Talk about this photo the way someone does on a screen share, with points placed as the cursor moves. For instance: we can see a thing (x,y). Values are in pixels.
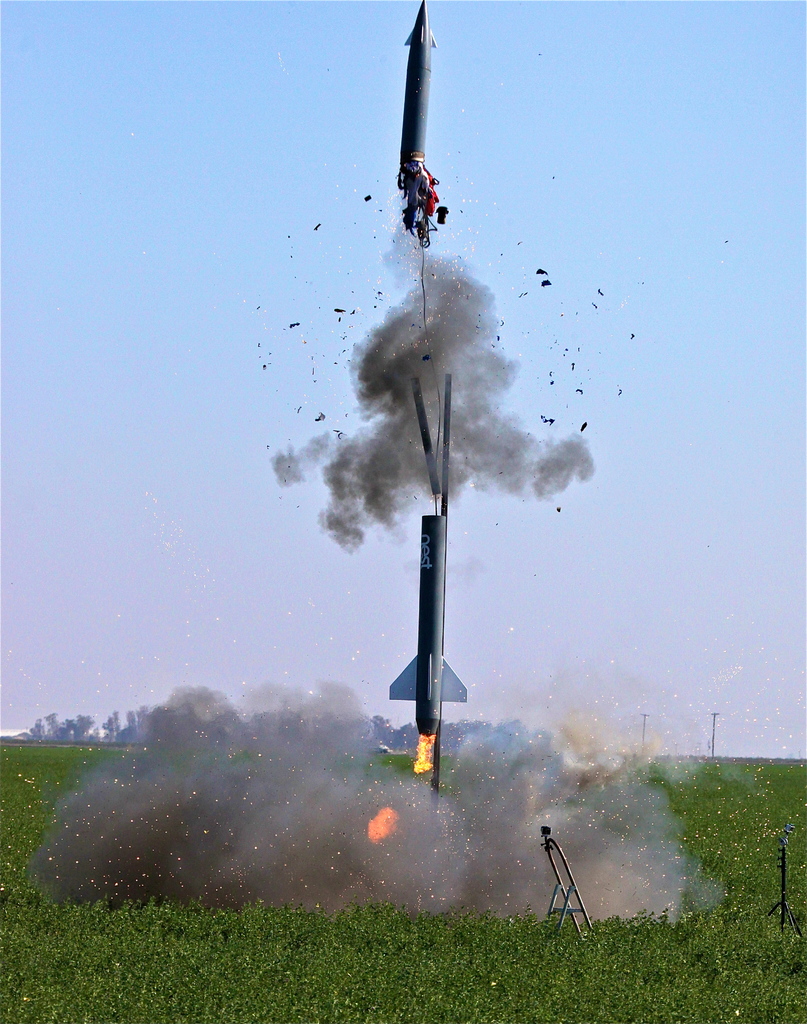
A rocket (433,726) is flying. There is a ladder (582,910) and grass (579,948).
